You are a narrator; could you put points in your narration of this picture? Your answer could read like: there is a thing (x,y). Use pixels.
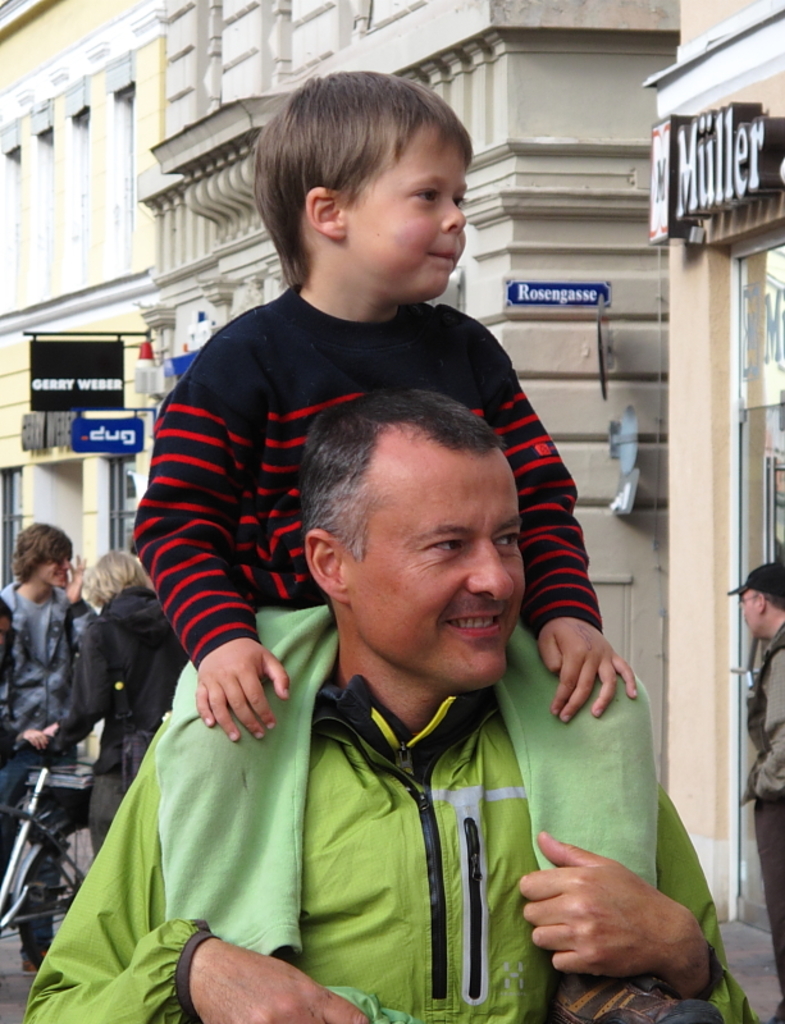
In this picture we can see a man (583,858) carrying a kid (574,529) on his shoulders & looking at someone (780,600).
